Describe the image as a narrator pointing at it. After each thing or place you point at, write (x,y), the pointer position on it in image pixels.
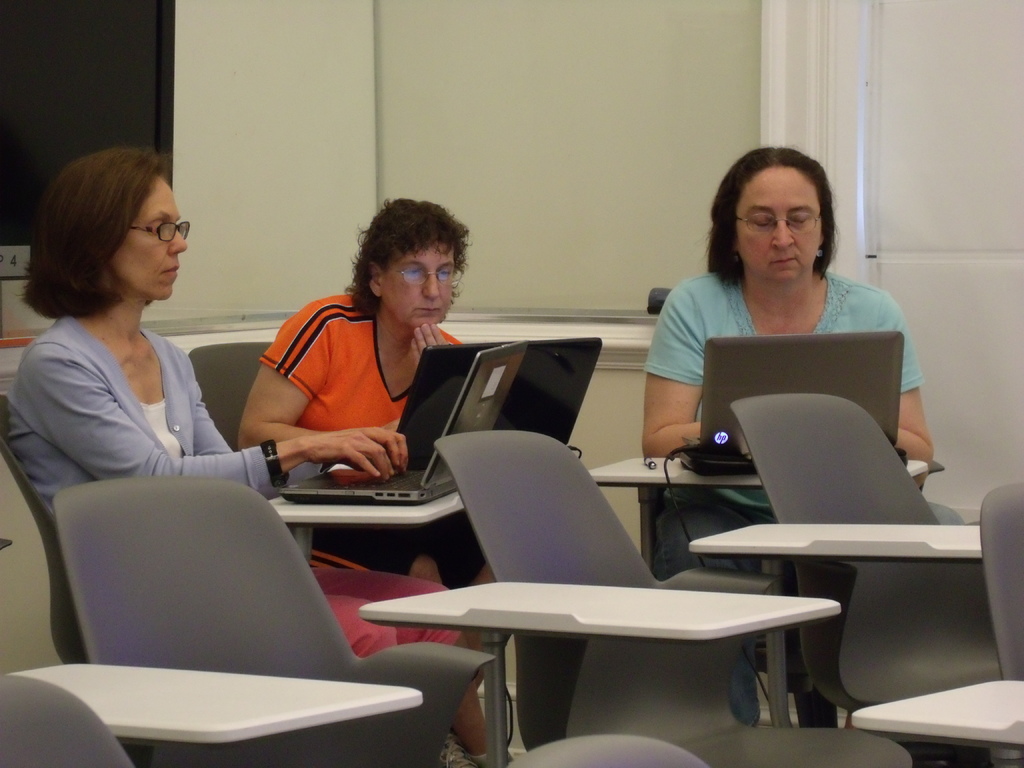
In this image I can see three women (53,458) are sitting on chairs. I can also see laptops (887,345) in front of them. Here I can see all of them are wearing specs (183,227) and here I can see few more chairs (475,650). In the background (27,84) I can see a television (129,66).
